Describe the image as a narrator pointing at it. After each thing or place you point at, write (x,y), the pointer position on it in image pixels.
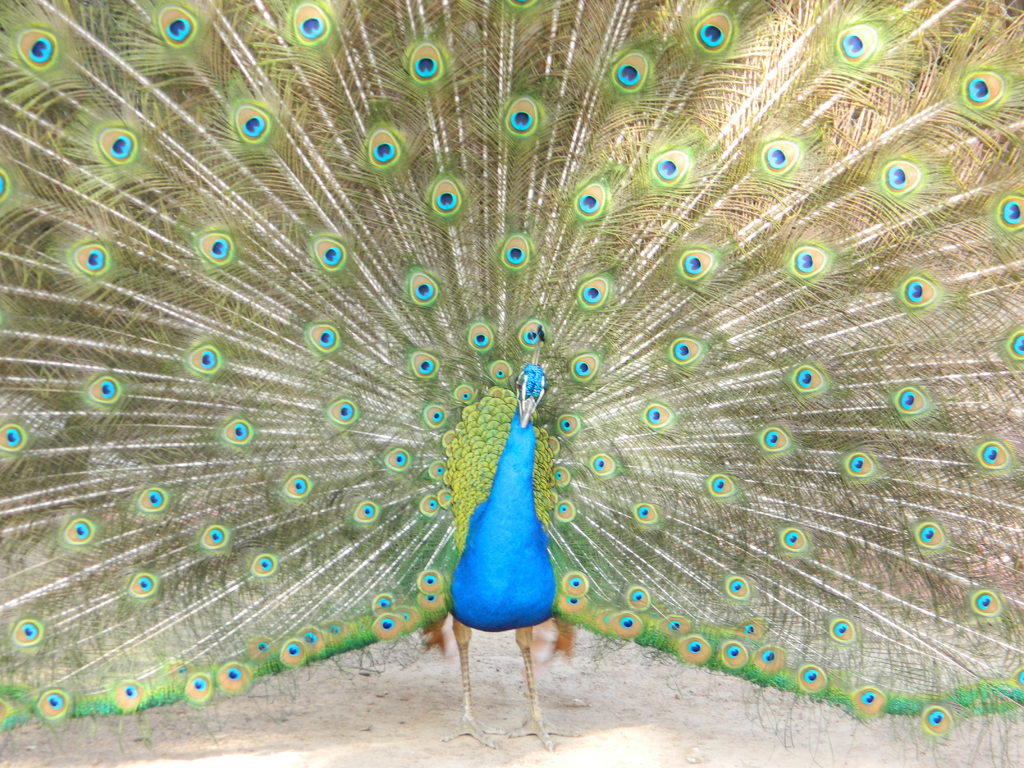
In this picture we can see a peacock (463,566) on the ground (485,712).
